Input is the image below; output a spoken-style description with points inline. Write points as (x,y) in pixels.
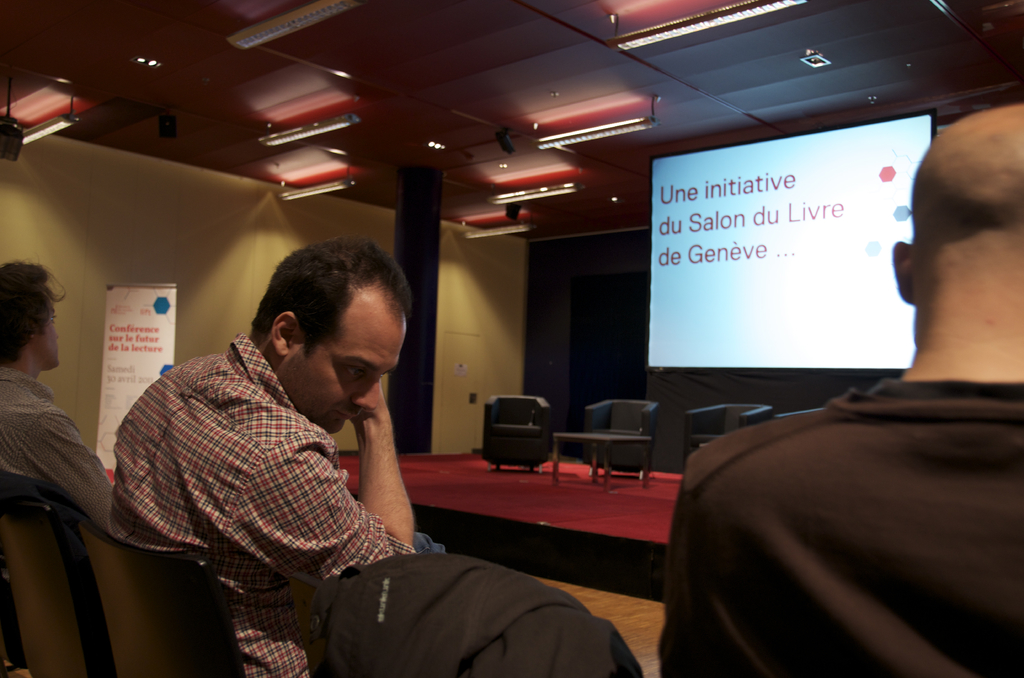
In this image we can see persons (380,549) sitting on the chairs (307,638). In the background (449,490) we can see dais (519,496), chairs (532,453), tables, screen (727,261), pillar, wall (544,339) and lights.
